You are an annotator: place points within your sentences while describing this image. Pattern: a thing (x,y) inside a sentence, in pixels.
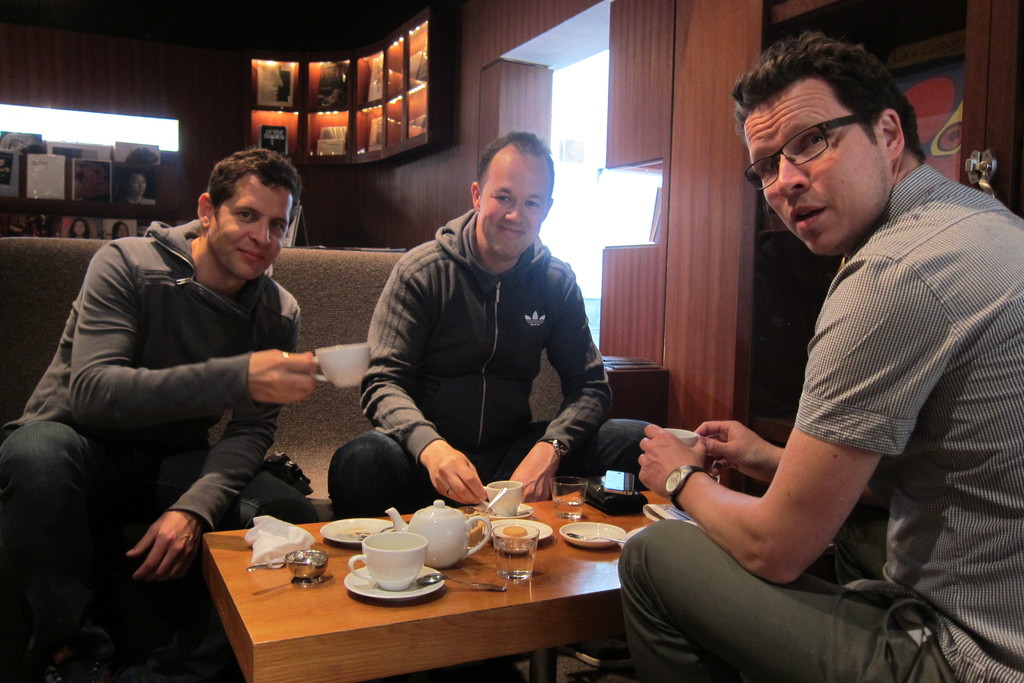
This image is taken indoors. In the background (427,173) there is a wall (710,210) and there is a door (979,154). There are a few picture frames (76,158) on the wall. There are a few shelves (320,112). There are a few objects (272,86) on the shelves (356,80). In the middle of the image (439,298) two men (476,385) are sitting on the couch (308,309) and they are with smiling faces (507,252) and a man (253,396) is holding a cup (357,352) in his hand (292,373). On the right side of the image (717,502) a man (695,546) is sitting on the chair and he is holding a cup (685,436) in his hands (701,453). At the bottom of the image (276,610) there is a table (329,578) with a kettle (462,553), a glass (522,540), a few plates (620,535), a wallet (616,499) and many things (321,556) on it.
